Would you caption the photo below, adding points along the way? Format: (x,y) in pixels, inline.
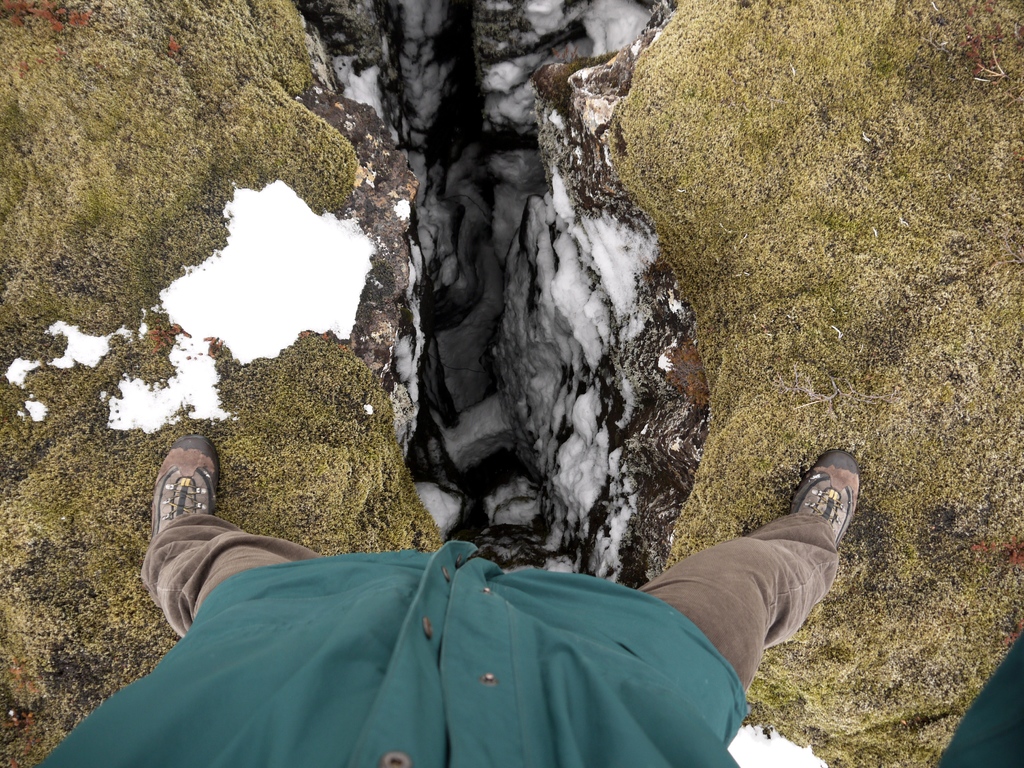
In this picture we can see a person (243,685) wore shoes (206,496) and standing on the grass (865,554) and in the background (633,522) we can see rocks (508,143), snow (547,226).
